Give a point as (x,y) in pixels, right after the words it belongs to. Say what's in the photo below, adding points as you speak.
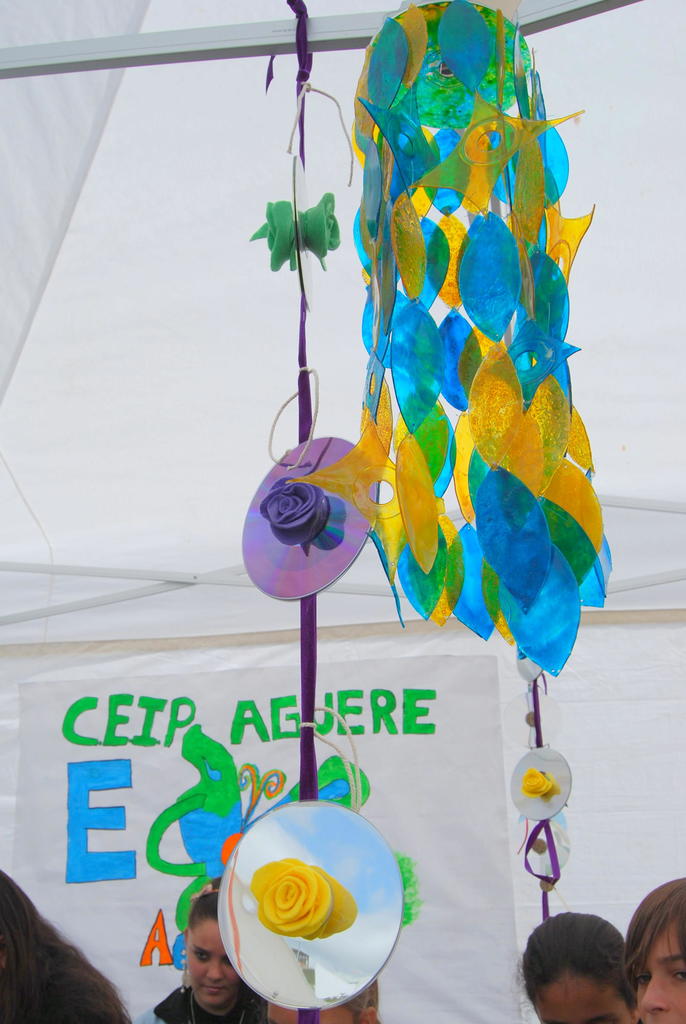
In this image I can see few persons (104,989) standing, at top (451,236) I can see few hangings (418,225) in yellow, blue color. I can also see the other hanging (284,534) in green, purple color, at back (136,197) the tent (173,267) is in white color.
